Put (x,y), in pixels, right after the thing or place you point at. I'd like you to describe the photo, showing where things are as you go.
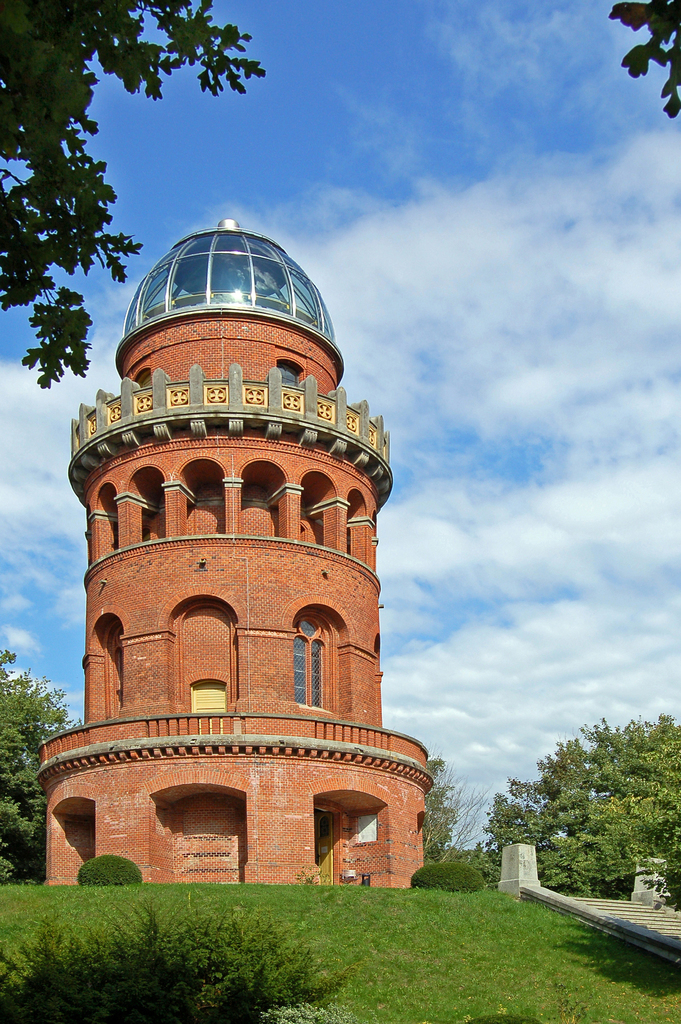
In this picture I can see a fort (205,583), stair cases (628,913), grass (158,890), plants (257,994), trees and cloudy sky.
